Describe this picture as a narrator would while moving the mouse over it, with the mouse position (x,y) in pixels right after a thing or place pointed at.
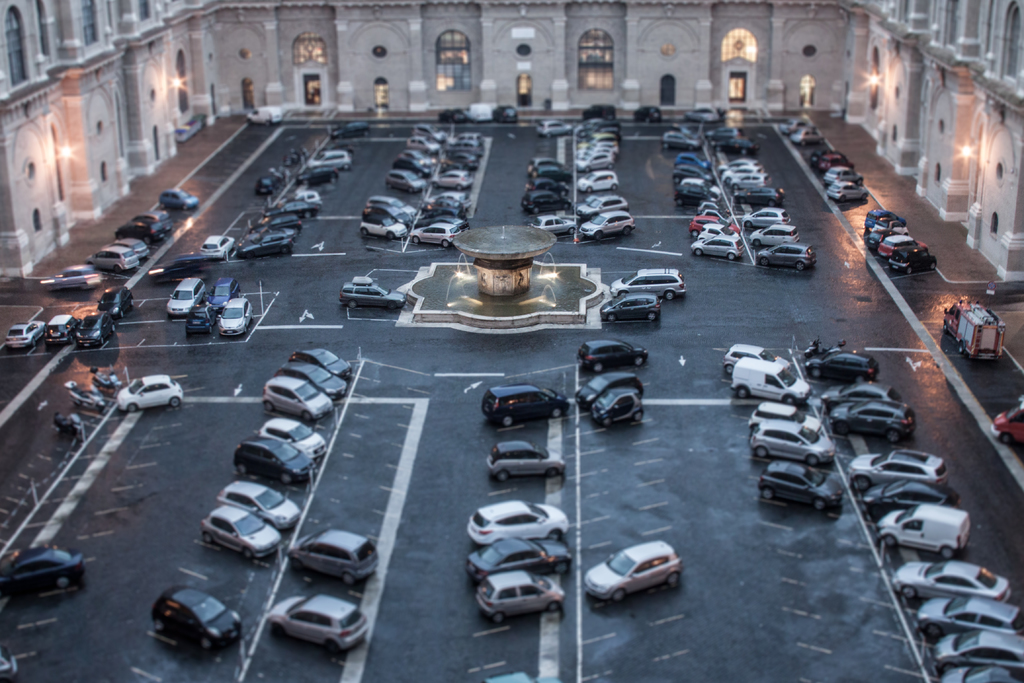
In this picture there is a building (724,23). In the middle of the image (522,302) there is a fountain (522,322) and there are vehicles (932,456) on the road (659,427) and there are lights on the wall (224,79).
